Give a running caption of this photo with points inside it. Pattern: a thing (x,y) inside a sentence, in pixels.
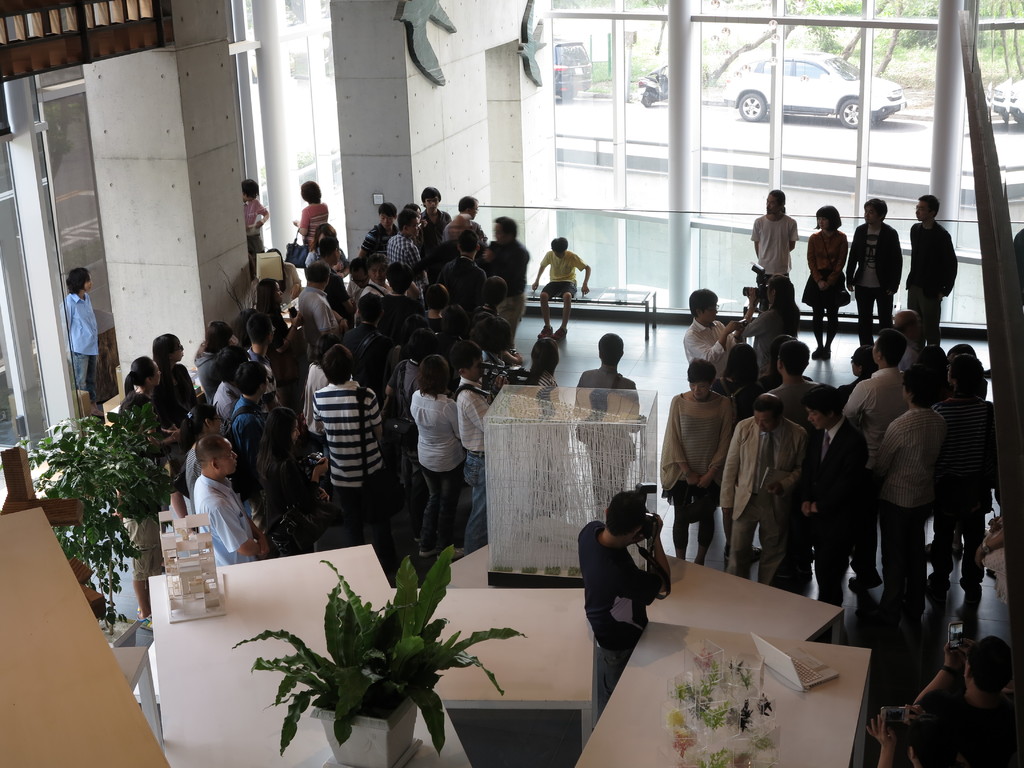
In this image we can see group of people (797,544). There are tables (142,747), plants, laptop (823,669), and decorative items (705,679). Here we can see pillars (218,133) and glasses (965,301). Through the glass (666,151) we can see trees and cars (994,105) on the road (724,116).
